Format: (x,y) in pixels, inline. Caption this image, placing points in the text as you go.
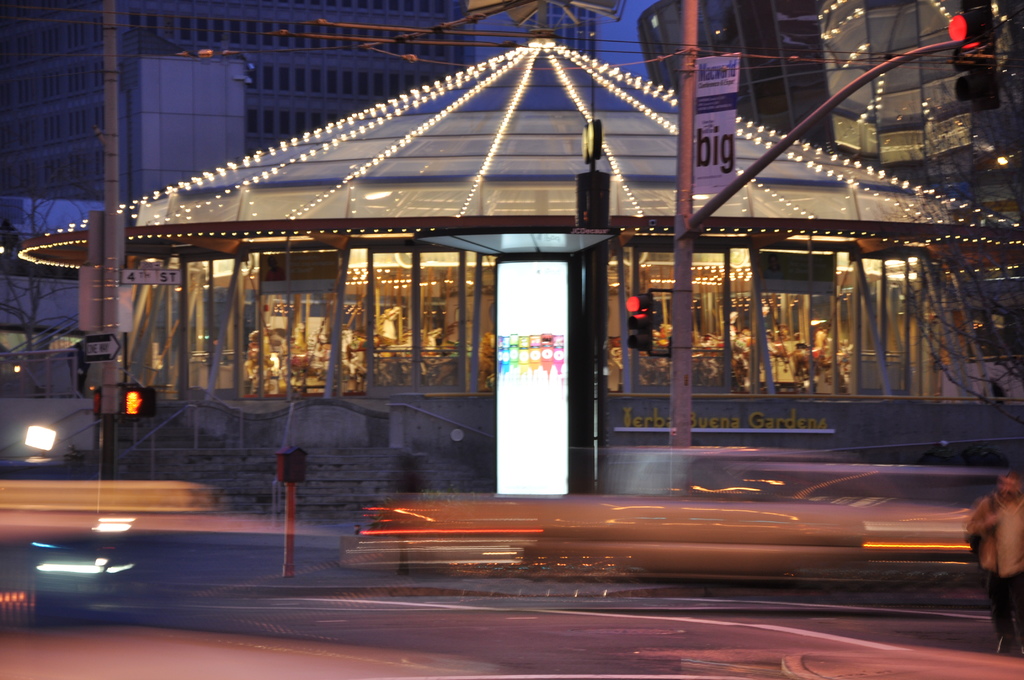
In this image we can see buildings (893,93), there are the lights (610,151), there is the hoarding (506,380), there is the pole (691,118), there is the traffic signal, here it is blurry, at above here is the sky (632,52).
